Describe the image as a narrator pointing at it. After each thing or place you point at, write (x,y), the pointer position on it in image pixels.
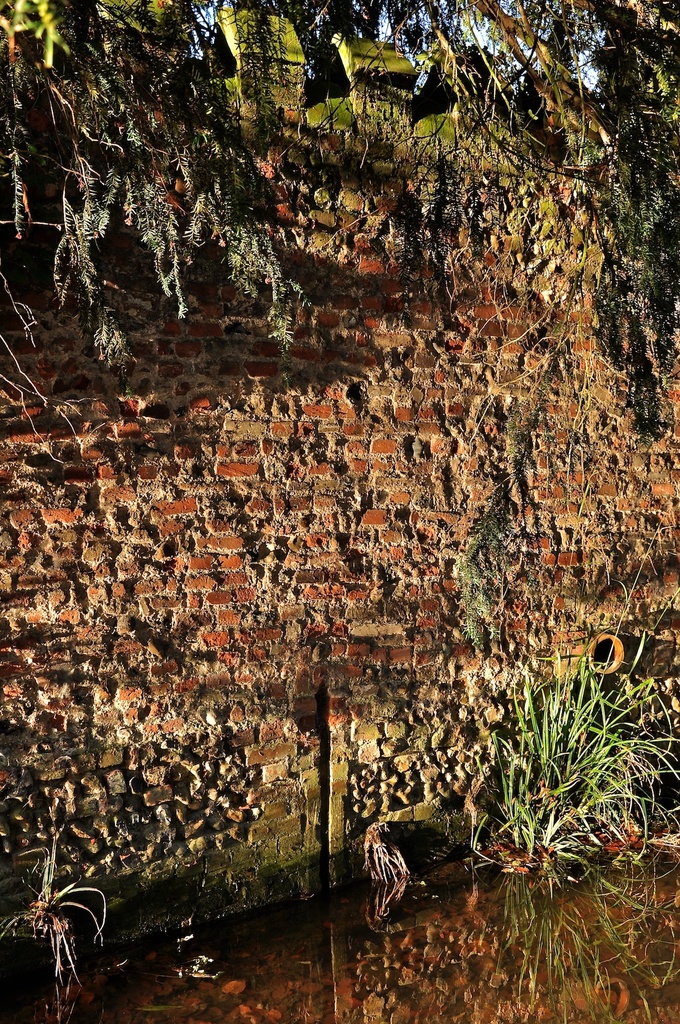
In this picture we can see red color brick walls (256,606) in the middle of the image (438,672). In front (596,788) bottom side we can see small plants (602,795).
